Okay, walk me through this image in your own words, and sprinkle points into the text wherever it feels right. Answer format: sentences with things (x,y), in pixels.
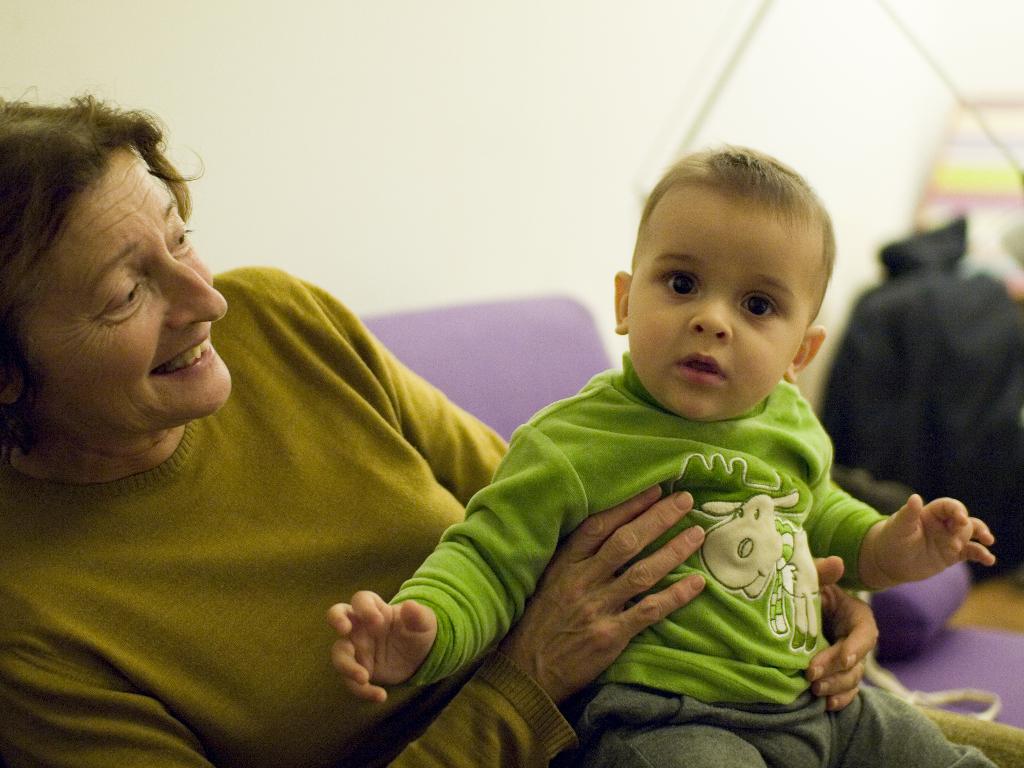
In this image there are two persons (735,619), there is a person (618,578) truncated towards the left of the image (182,411), there are persons (750,749) truncated towards the bottom of the image (887,748), there are objects (954,602) on the surface (977,605), there are objects (965,345) truncated towards the right of the image (926,387), at the background of the image (645,81) there is a wall (555,78) truncated.
